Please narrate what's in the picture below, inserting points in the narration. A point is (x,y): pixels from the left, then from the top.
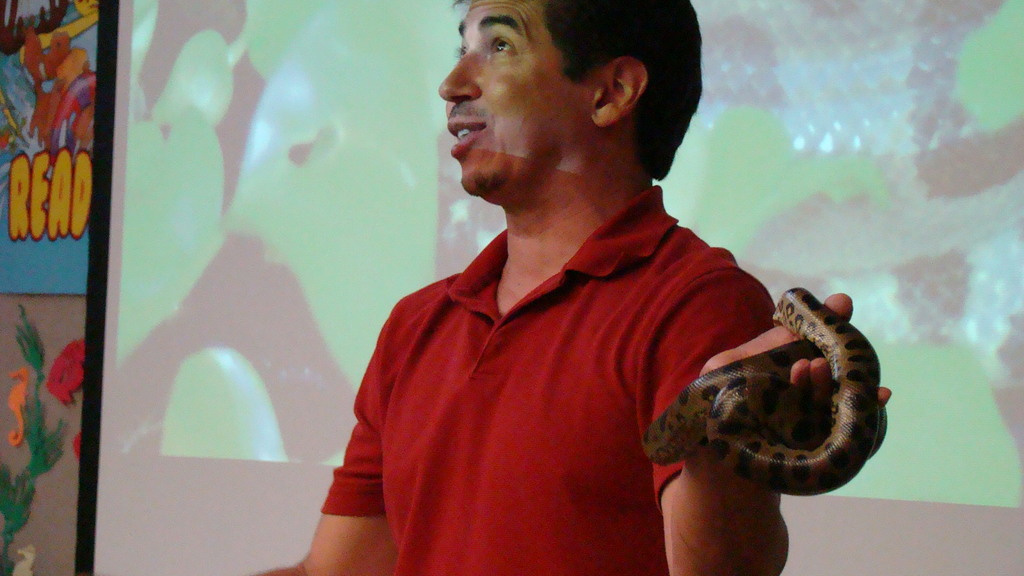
In this image i can see a person (509,370) wearing a red color t-shirt (486,444) his mouth (480,126) is open and i can see a colorful wall (70,316) on the background (71,316) and a person (540,426) holding a snake (763,402) on his hand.
